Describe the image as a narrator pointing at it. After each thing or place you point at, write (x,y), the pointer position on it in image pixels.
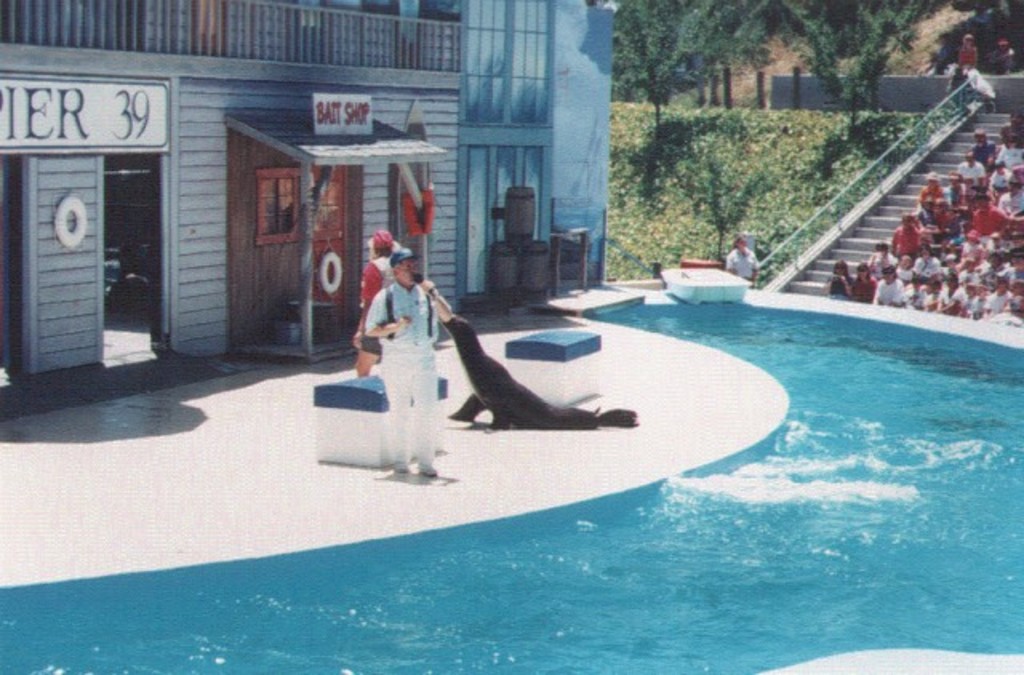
The picture is clicked in a show. In the foreground (584,495) there is a swimming pool (661,572). In the center of the picture (401,368) there are people (411,376) and a seal (473,364). At the top left (169,145) there is a building (186,107) the top right (684,206) there are people (940,217), staircase (898,195), railing (806,226), plants (706,150), trees (733,56) and a wall (819,79). It is sunny.
